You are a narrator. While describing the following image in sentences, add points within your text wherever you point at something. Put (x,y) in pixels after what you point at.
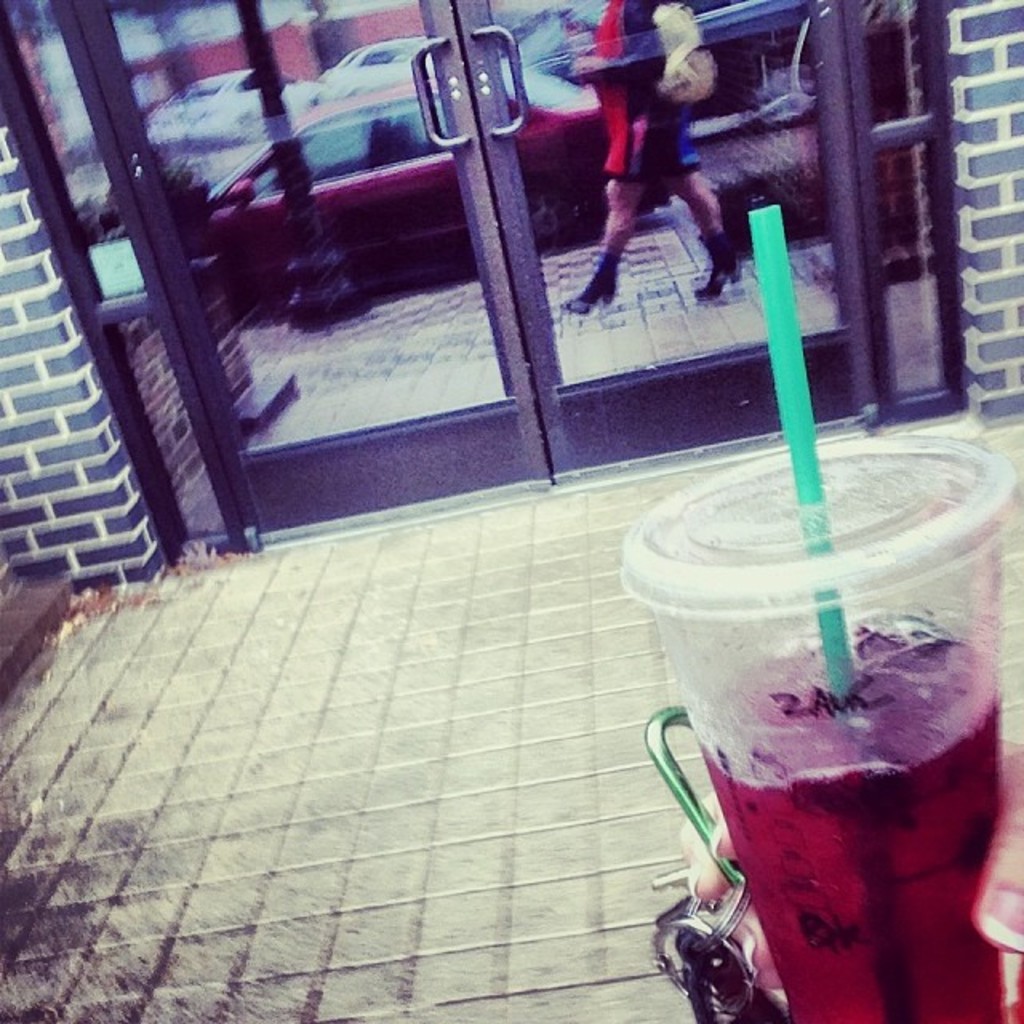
In this picture I can see a person's hand (756,989) holding a glass (883,851) with a liquid (870,805) in it, there are doors (596,301), there is a reflection (594,185) of vehicles (599,198) and a person (634,128) standing.
